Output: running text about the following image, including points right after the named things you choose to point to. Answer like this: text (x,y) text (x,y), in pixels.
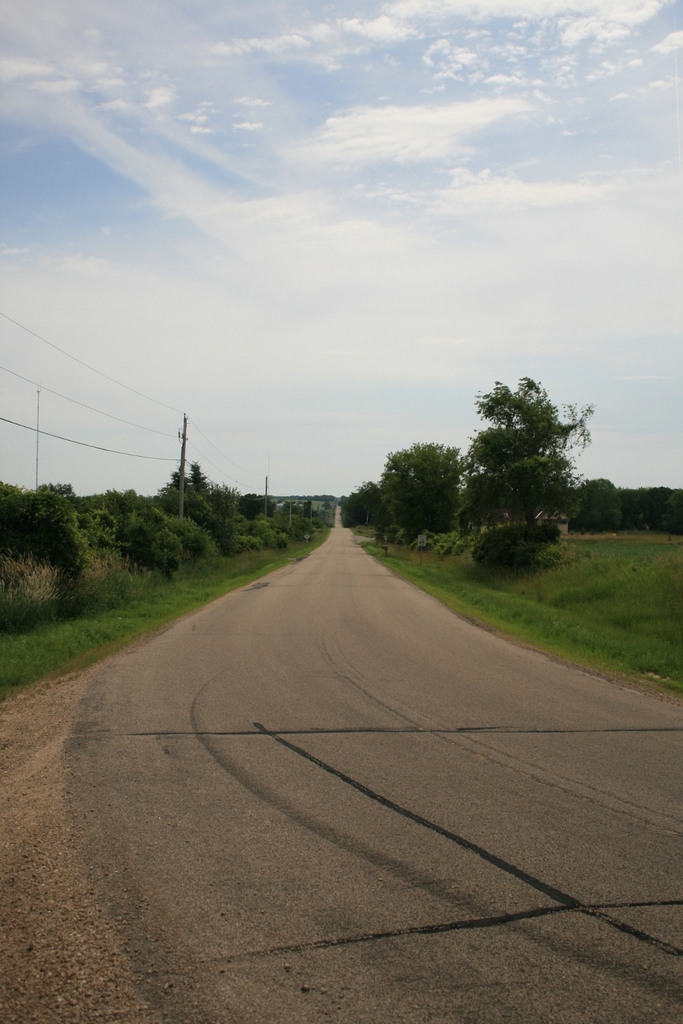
In this image there is the sky (392,192) towards the top of the image (322,233), there are clouds (401,110) in the sky (343,125), there are trees (382,503), there are poles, there are wires (128,421), there is grass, there is road (277,677) towards the bottom of the image (363,780).
